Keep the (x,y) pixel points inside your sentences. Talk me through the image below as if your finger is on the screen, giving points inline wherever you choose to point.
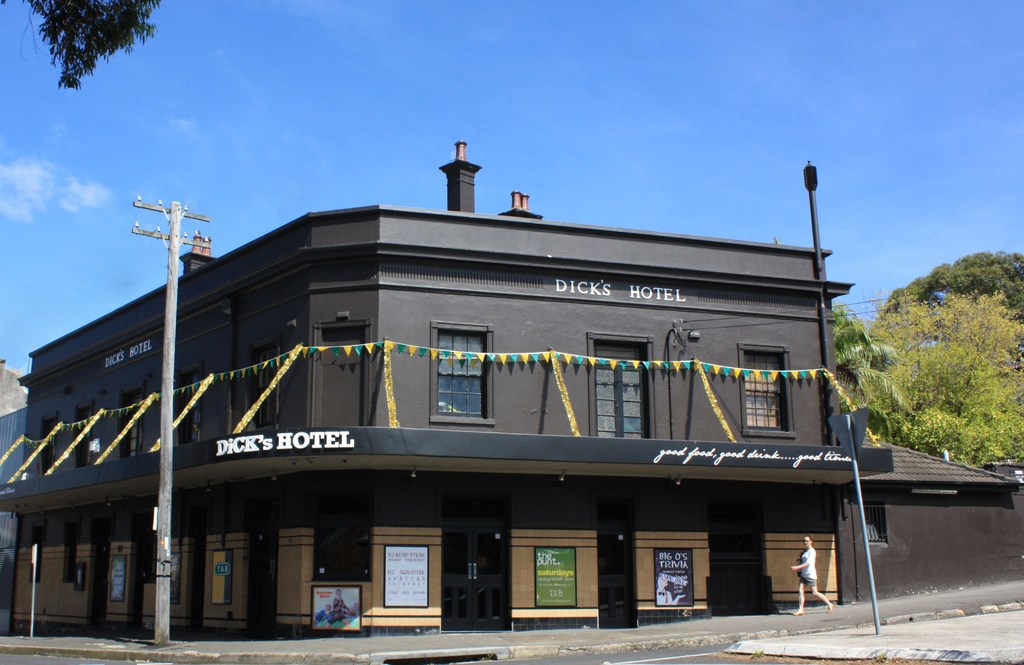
In this given picture we can see a hotel (153,593) and sky (400,127) after that i can see trees (994,263) next i can see a pole (161,615) an electrical pole (186,216), They are few windows (481,363) which is attached to the building (129,405) and finally i can see a person (815,561) holding a bag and they're certain images (416,582) which are sticked to the wall (406,611) and here we can find foot path (836,618).
